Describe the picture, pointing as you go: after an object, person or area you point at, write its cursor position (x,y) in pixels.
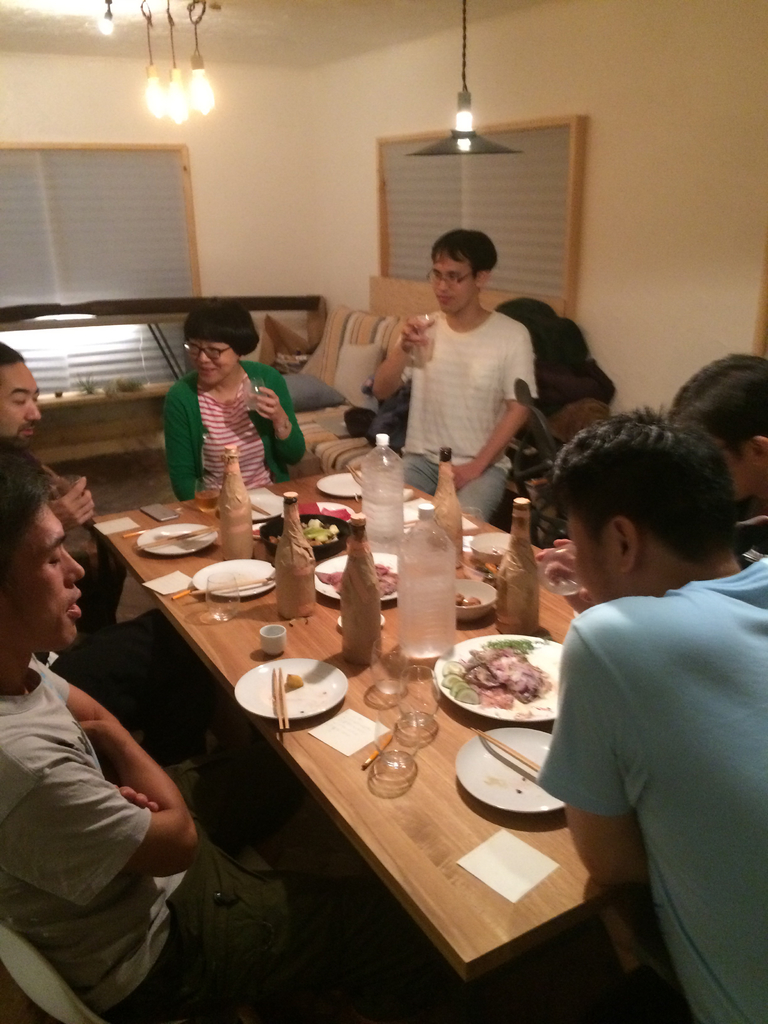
This image is taken in a room (311,244) few persons (745,980) are sitting around the table (463,805). On the table (349,818) there are bottles (362,555), plates (353,482) having food (457,668), glasses (416,670), sticks (281,726), cups (274,648). At the middle of the image (318,436) there is a sofa (312,426) having few cushions (346,353) on it. Few lights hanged from the roof (68,46).
